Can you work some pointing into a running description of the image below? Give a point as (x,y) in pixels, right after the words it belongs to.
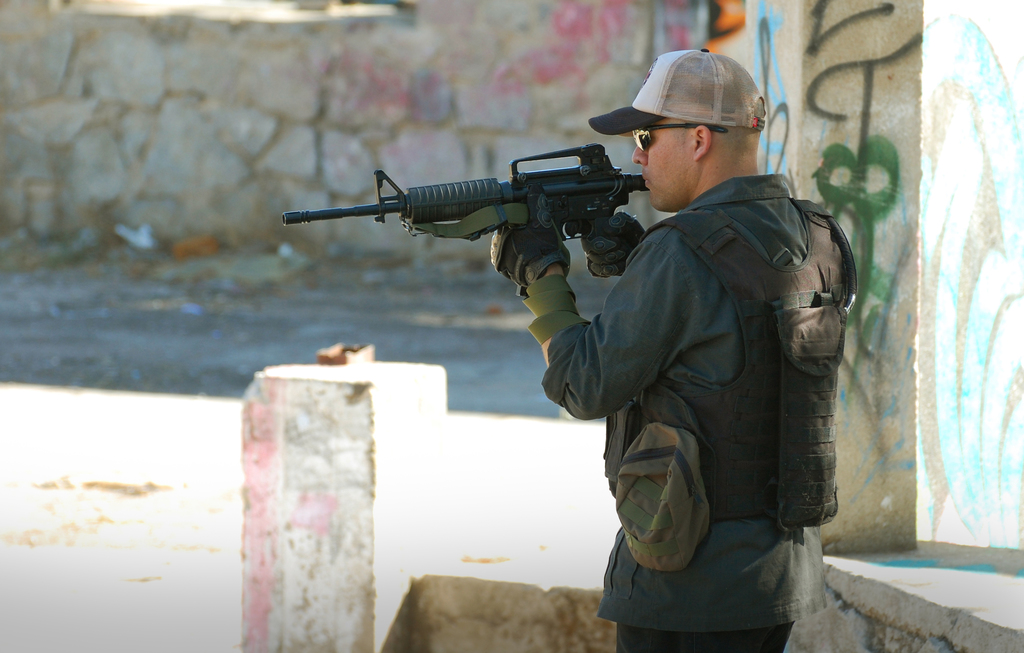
In this image in the front (655,419) there is a man (672,401) standing and holding a gun (569,202). In the center (366,409) there is a pillar (314,433). In the background (290,129) there is a wall (340,146).
